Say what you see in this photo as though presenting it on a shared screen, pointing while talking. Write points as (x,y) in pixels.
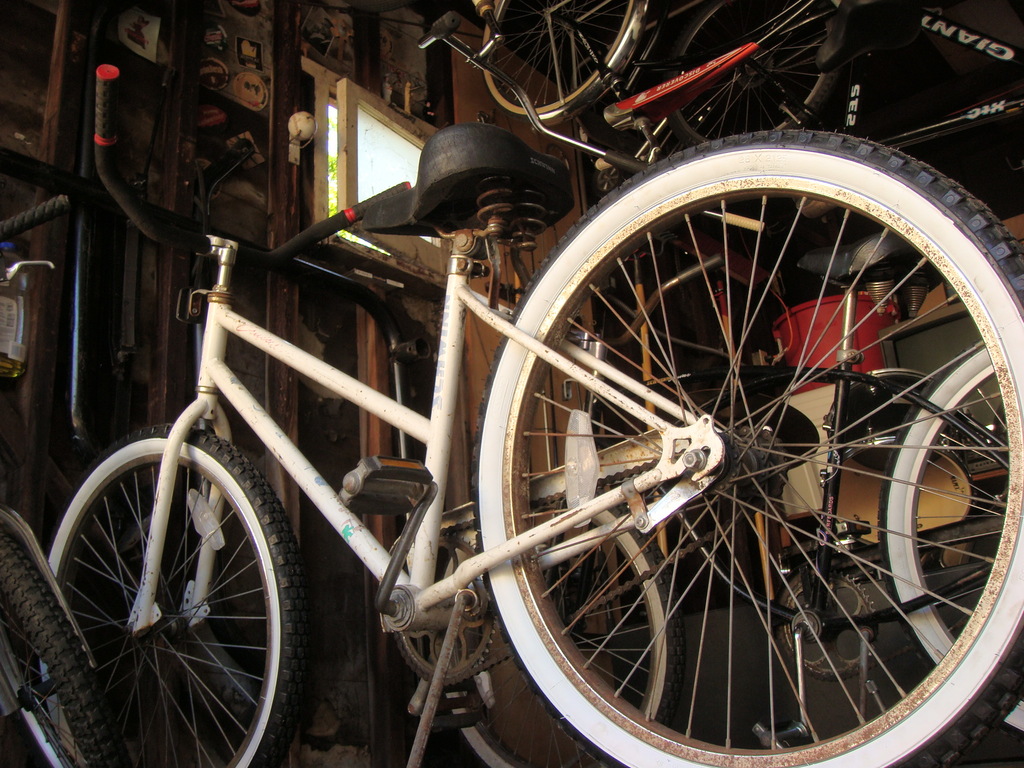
In this image I see number of cycles (632,323) and I see the window (414,162) over here and I see few equipment (83,132) and I see the red color thing (799,327) over here and it is a bit dark in the background (846,99).
